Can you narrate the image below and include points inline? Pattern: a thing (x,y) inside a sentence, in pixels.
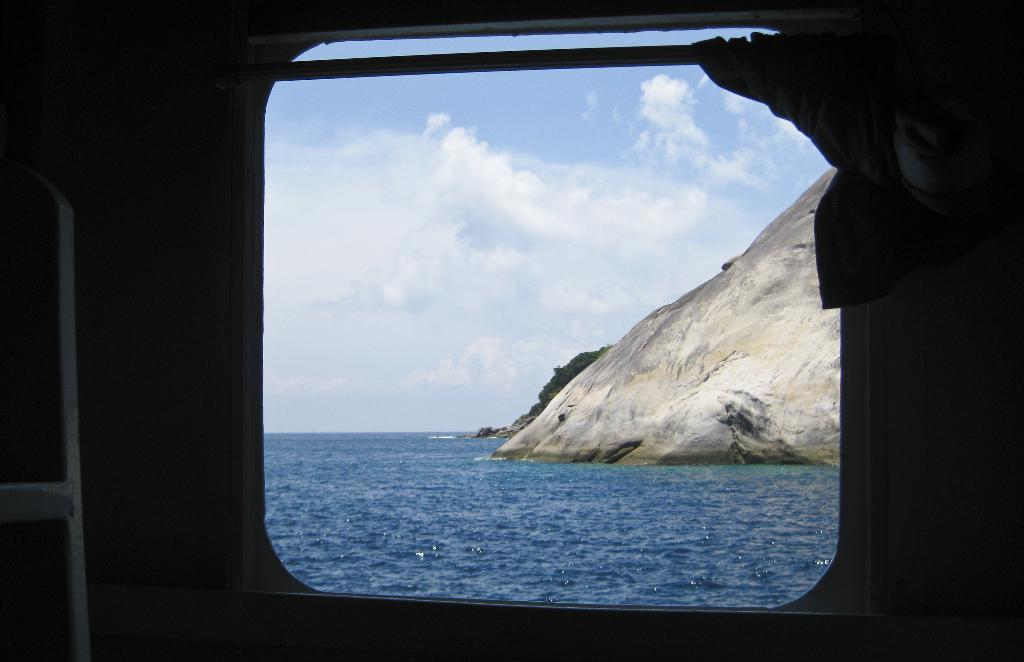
It seems like this is an inside view of a ship (950,343). On the left side (66,484) there is an object (76,478) in the dark. In the middle of the image (551,282) there is a window (436,296) through which we can see the outside view. In the outside, I can see the water (445,517), rock (733,303), trees (562,384) and sky (488,108).
